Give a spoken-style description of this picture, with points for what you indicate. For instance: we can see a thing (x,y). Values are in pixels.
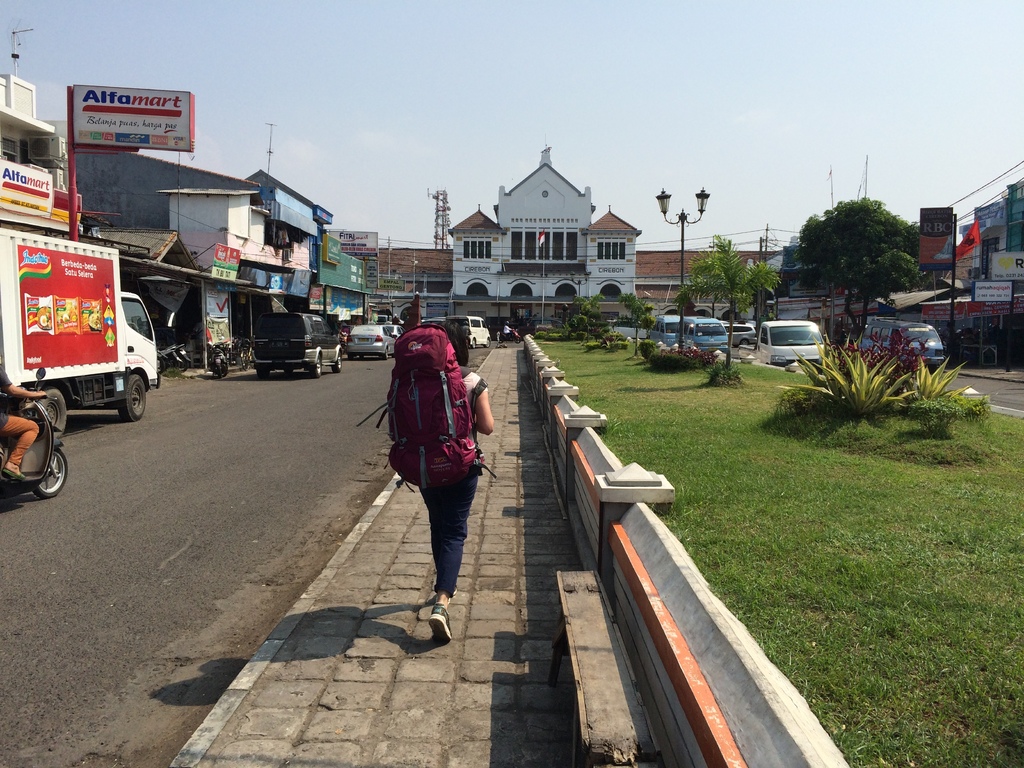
In this image we can see this person (441,566) wearing backpack (435,393) is walking on the sidewalk (358,682). Here we can see the vehicles (327,363) moving on the road (1019,403), we can see grass (818,490), shrubs (924,371), light poles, trees (831,279), boards (944,239), houses (602,313), wires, towers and the sky (387,224) in the background (252,125).
